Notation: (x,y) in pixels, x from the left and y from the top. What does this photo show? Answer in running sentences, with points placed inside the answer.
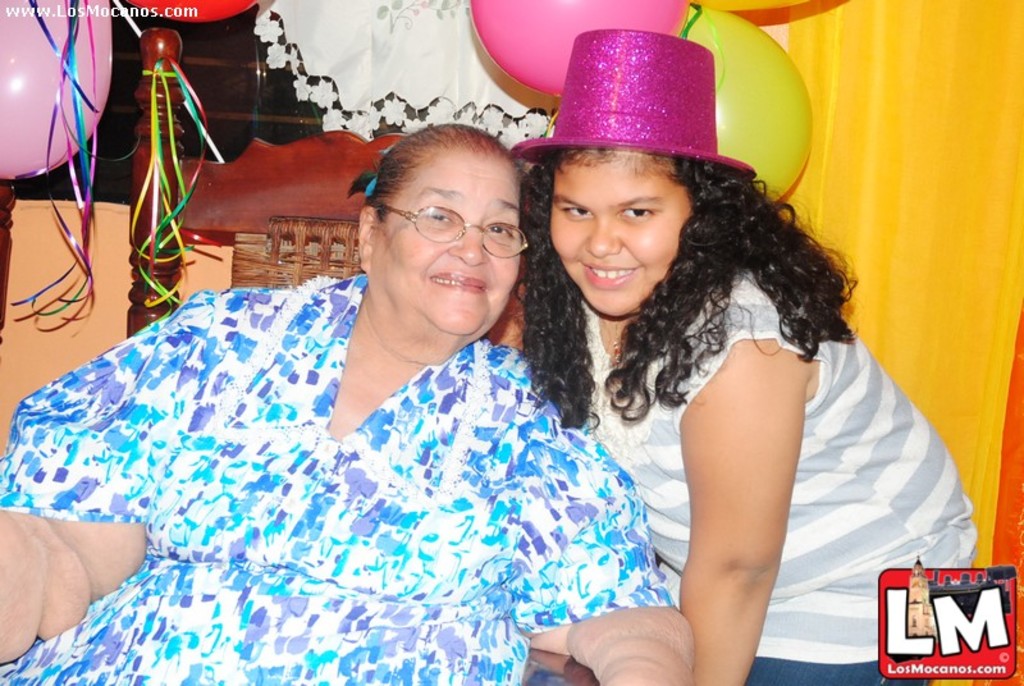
In this picture we can see two women (464,301), they both are smiling, the left side person (411,339) is seated and she wore spectacles (465,225), and the right side woman (684,472) wore a cap (620,133), in the background (632,16) we can see few balloons (16,71) and ribbons (69,35), at the right bottom of the image (924,607) we can see a logo (910,610).
